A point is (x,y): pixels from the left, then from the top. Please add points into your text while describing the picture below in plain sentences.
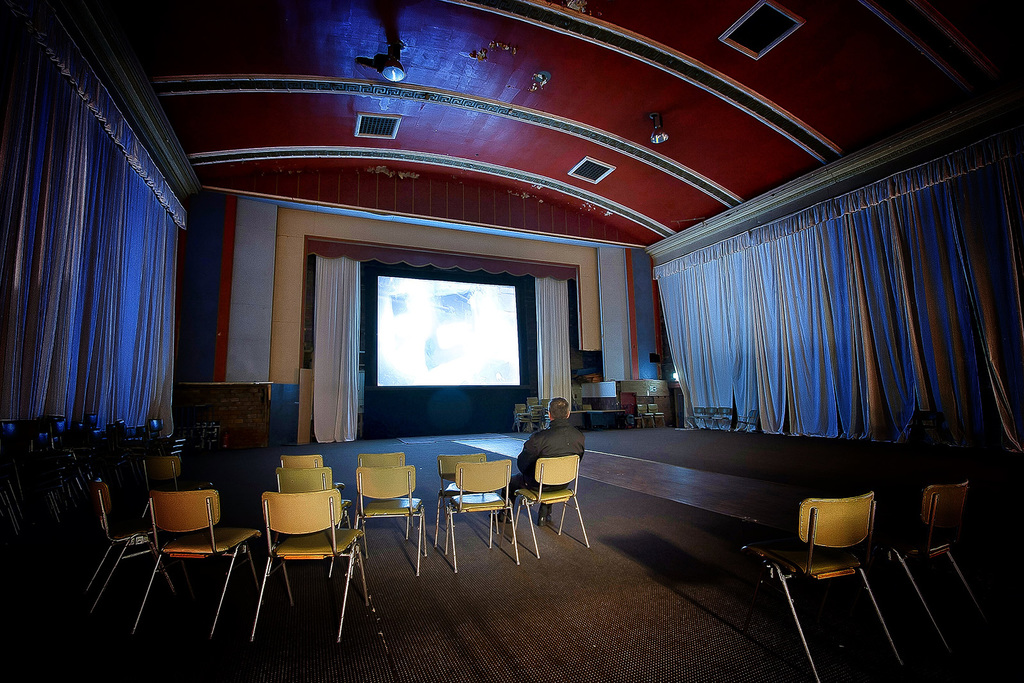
In this picture we can see a man (552,430) sitting on a chair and chairs (456,544) on the floor (391,553). In the background (960,327) we can see curtains (44,277), screen (476,322), ceiling (575,60), walls (586,305) and some objects (198,444).
